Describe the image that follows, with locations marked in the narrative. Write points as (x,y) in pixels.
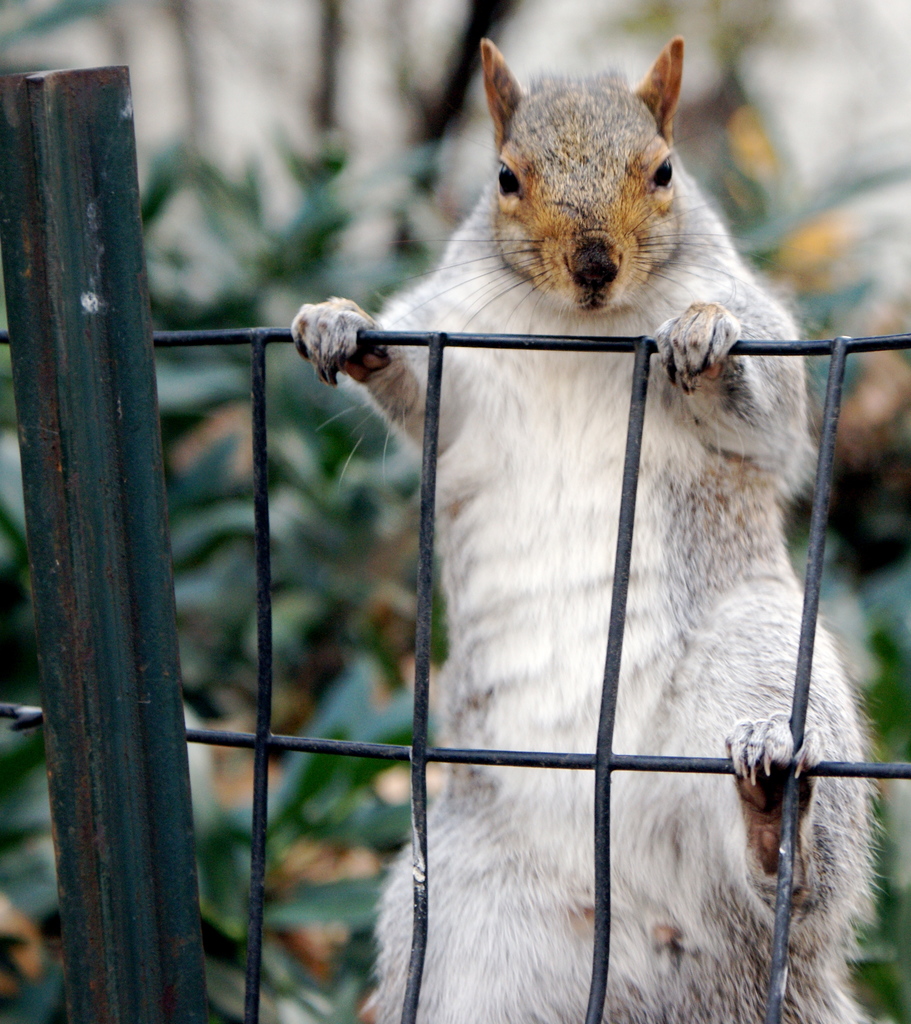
In this image we can see a squirrel (510,629) on the fence (424,539), there are some plants (197,559) and also we can see a pole (161,939).
